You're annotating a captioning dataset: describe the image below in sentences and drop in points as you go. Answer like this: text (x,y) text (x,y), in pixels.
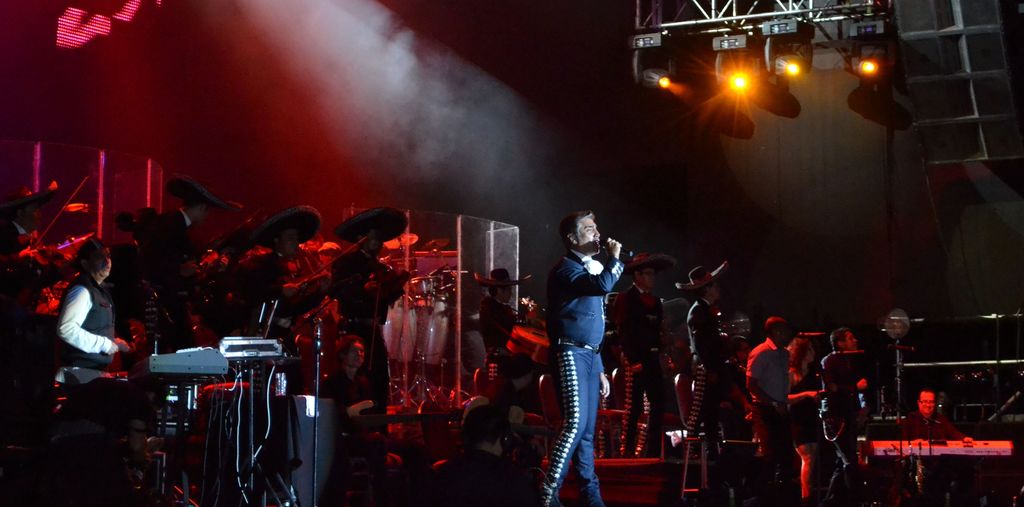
In this image there is a person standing and holding a mike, there are group of people (267,265) standing and holding the musical instruments (333,242), there are focus lights (726,83) and lighting truss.
